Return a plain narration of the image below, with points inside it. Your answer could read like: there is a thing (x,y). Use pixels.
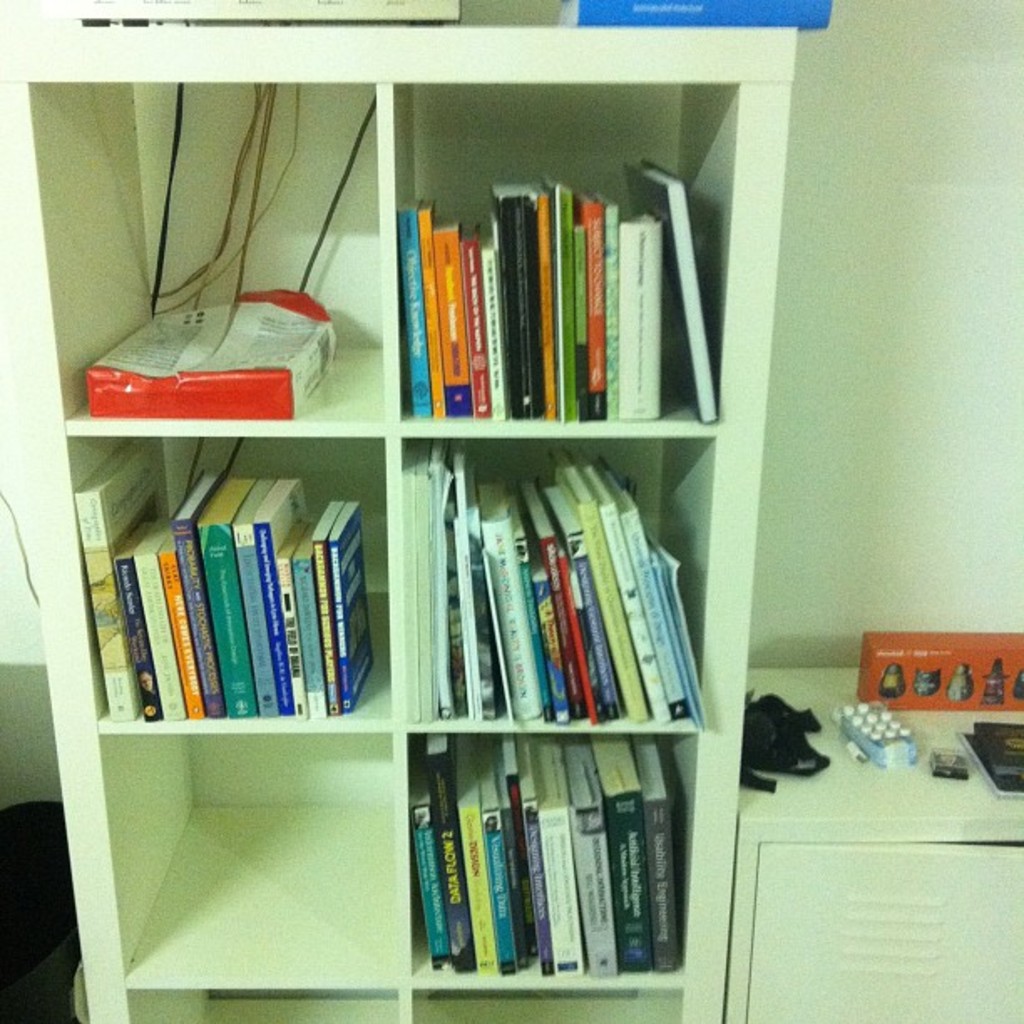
In this image we can see a cupboard (700,854) with some books (627,865) and wire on it, beside the cupboard (692,794) there is a table (919,801) and there are some objects (877,721) on the table (794,697).
